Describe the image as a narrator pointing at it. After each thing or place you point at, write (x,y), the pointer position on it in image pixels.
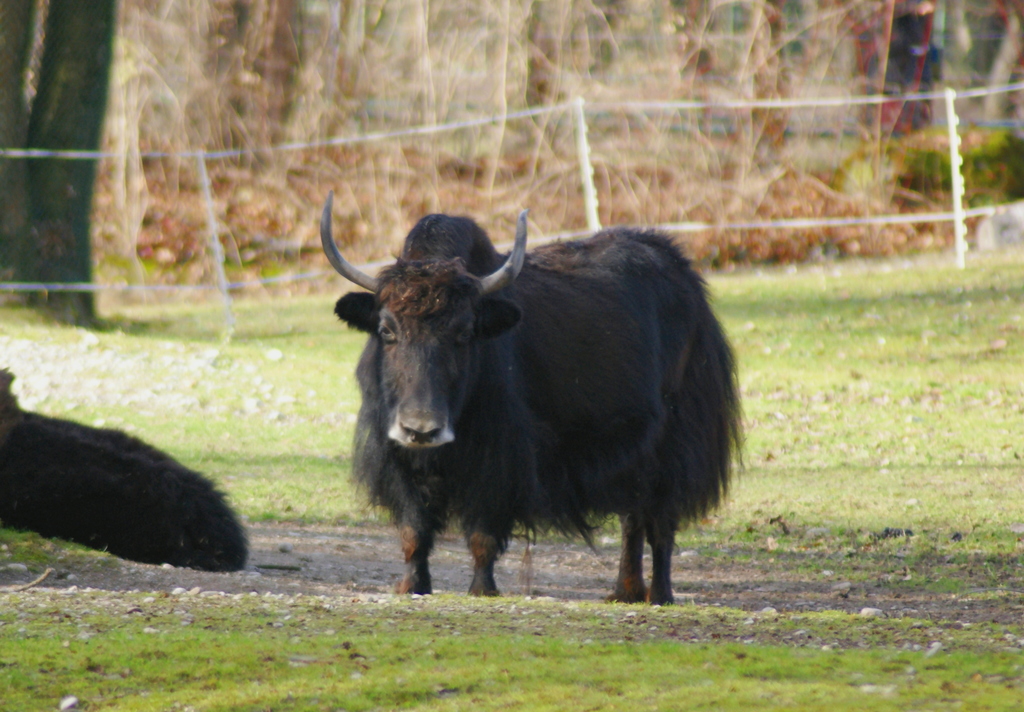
In this picture we can see couple of animals (450,395) and grass (783,532), in the background (749,220) we can find few trees (425,115).
